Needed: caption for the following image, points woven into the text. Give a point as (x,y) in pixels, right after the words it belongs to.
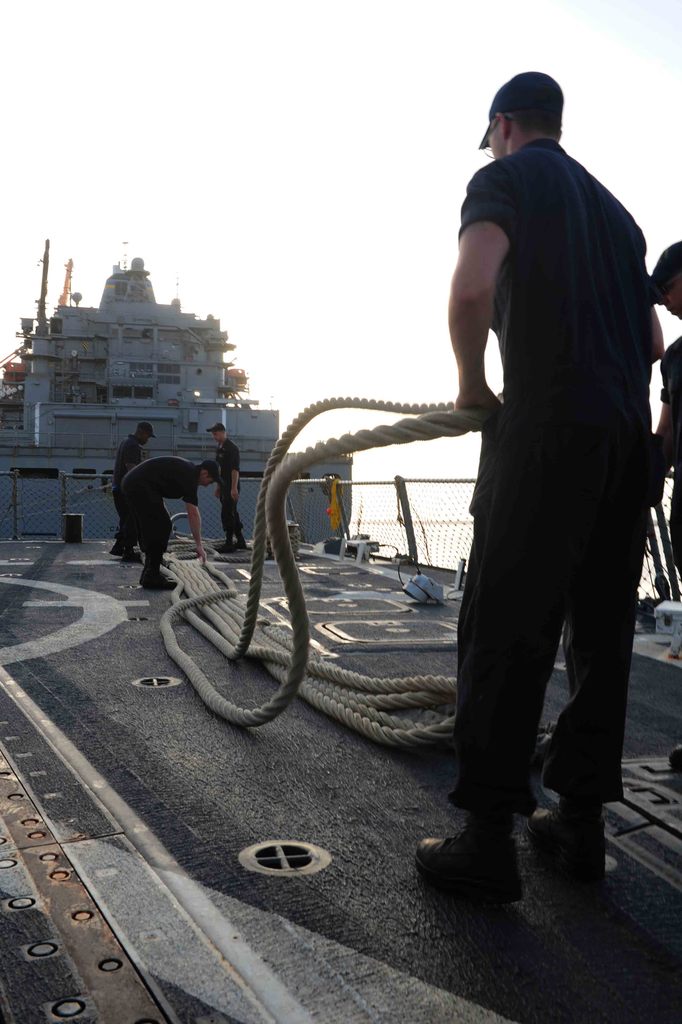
On the right side (527,187), we see two men (488,432) are standing and they are holding the ropes (291,687). In the middle (227,439), we see three men (192,483) and one of them is holding the ropes (278,639). They might be standing on the deck (343,571) of ship (288,799). In the background (250,520), we see a ship (167,424) in grey color. In the background (418,529), we see the fence (412,529) and the water (390,527). At the top (252,204), we see the sky (288,204).
